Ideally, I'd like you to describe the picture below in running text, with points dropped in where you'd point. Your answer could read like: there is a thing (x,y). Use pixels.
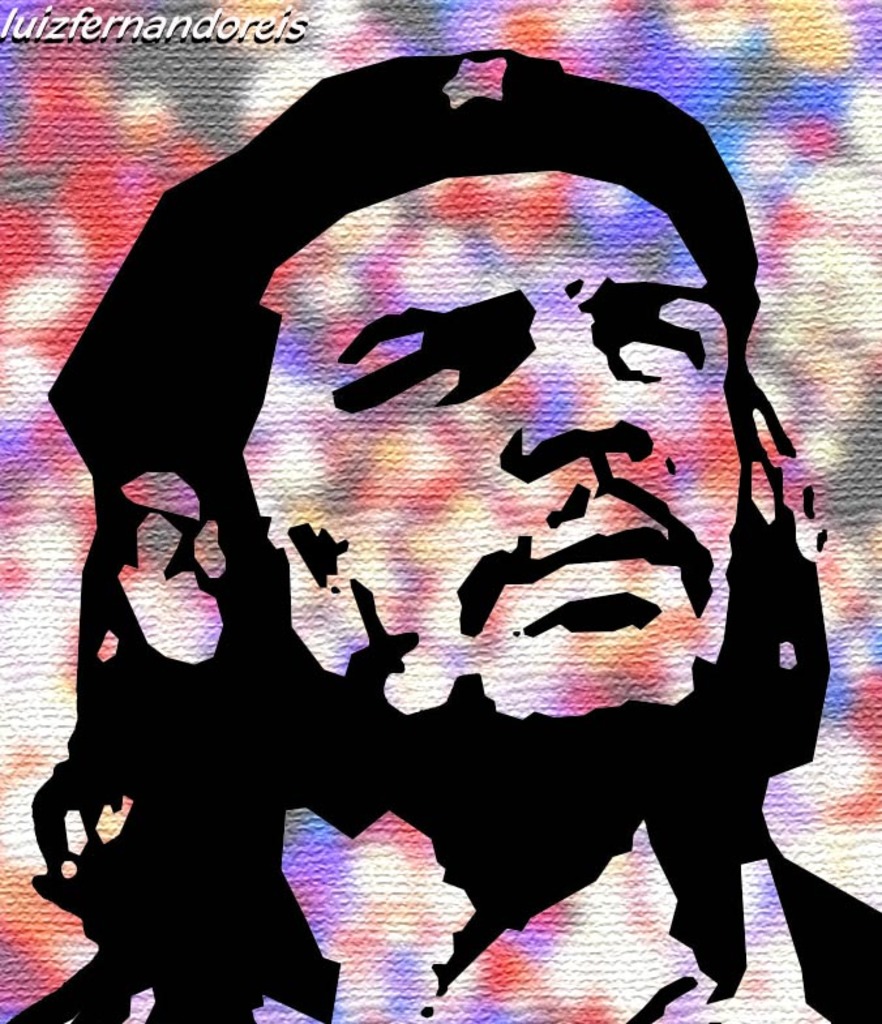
This is an edited image. I can see the face (460,295) of a person (419,654) and there is a colorful background (861,748). In the top left corner of the image (271,24), I can see a watermark (295,26).
